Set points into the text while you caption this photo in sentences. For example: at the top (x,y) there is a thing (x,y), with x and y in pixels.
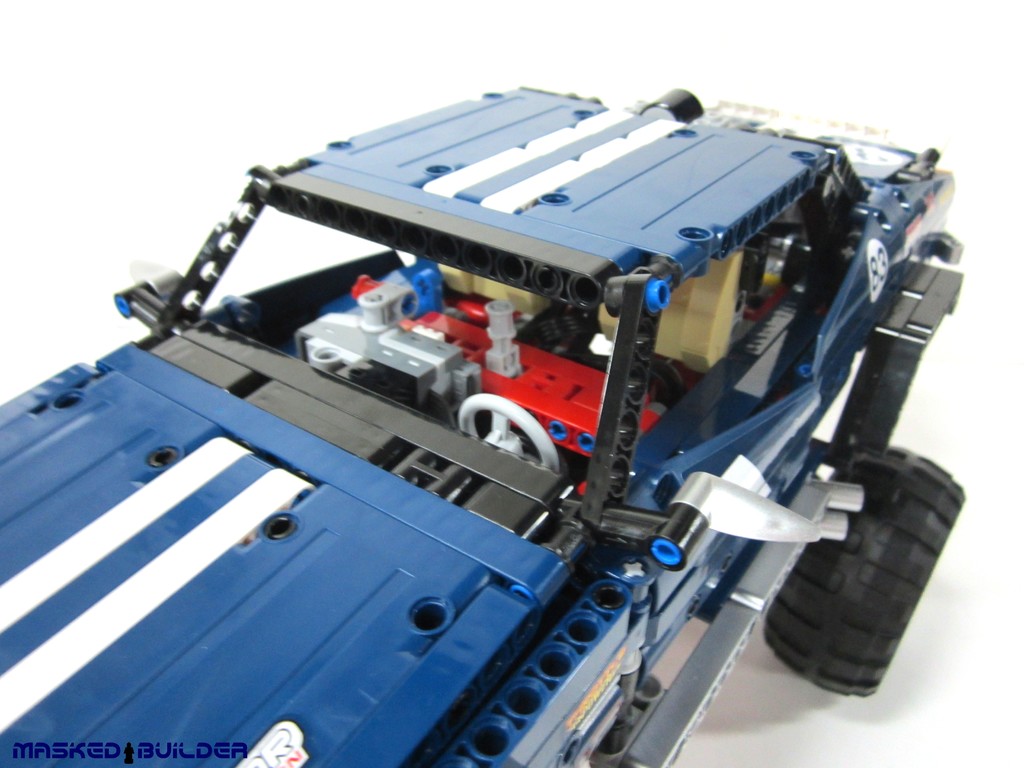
In this image I can see a toy car (434,430) in blue color.
